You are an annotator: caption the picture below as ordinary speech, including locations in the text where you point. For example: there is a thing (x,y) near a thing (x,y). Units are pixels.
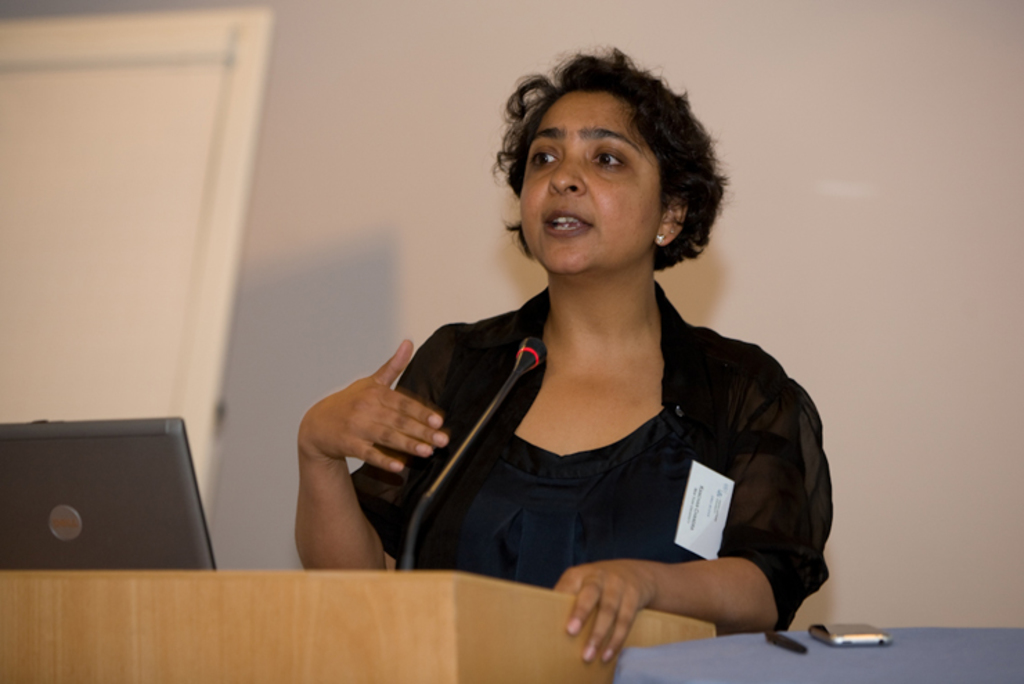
In this image we can see a woman (476,449) standing in front of a mike (524,357) and she is talking. Here we can see a podium (231,608), laptop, pen (780,637), and a mobile (823,638). In the background (813,312) we can see wall (408,182) and a door (239,168).
